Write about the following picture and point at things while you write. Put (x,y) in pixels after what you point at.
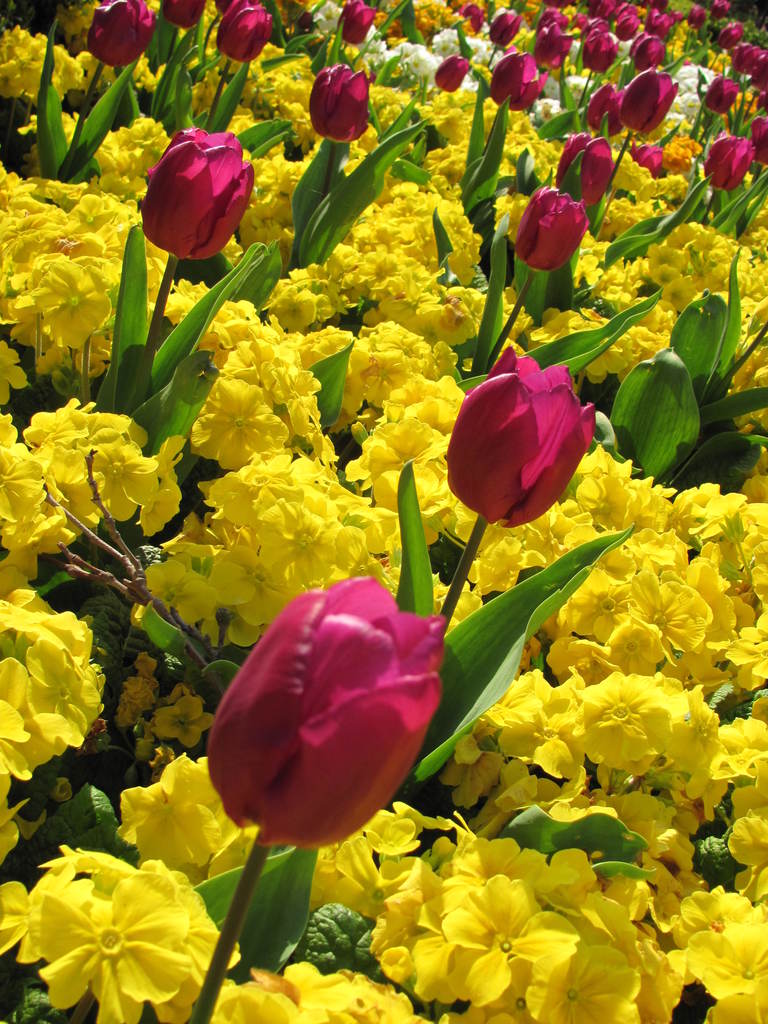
In this image there are many yellow flower (366,242), there are pink tulips (342,680), in the background (435,84) there are few white flowers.
